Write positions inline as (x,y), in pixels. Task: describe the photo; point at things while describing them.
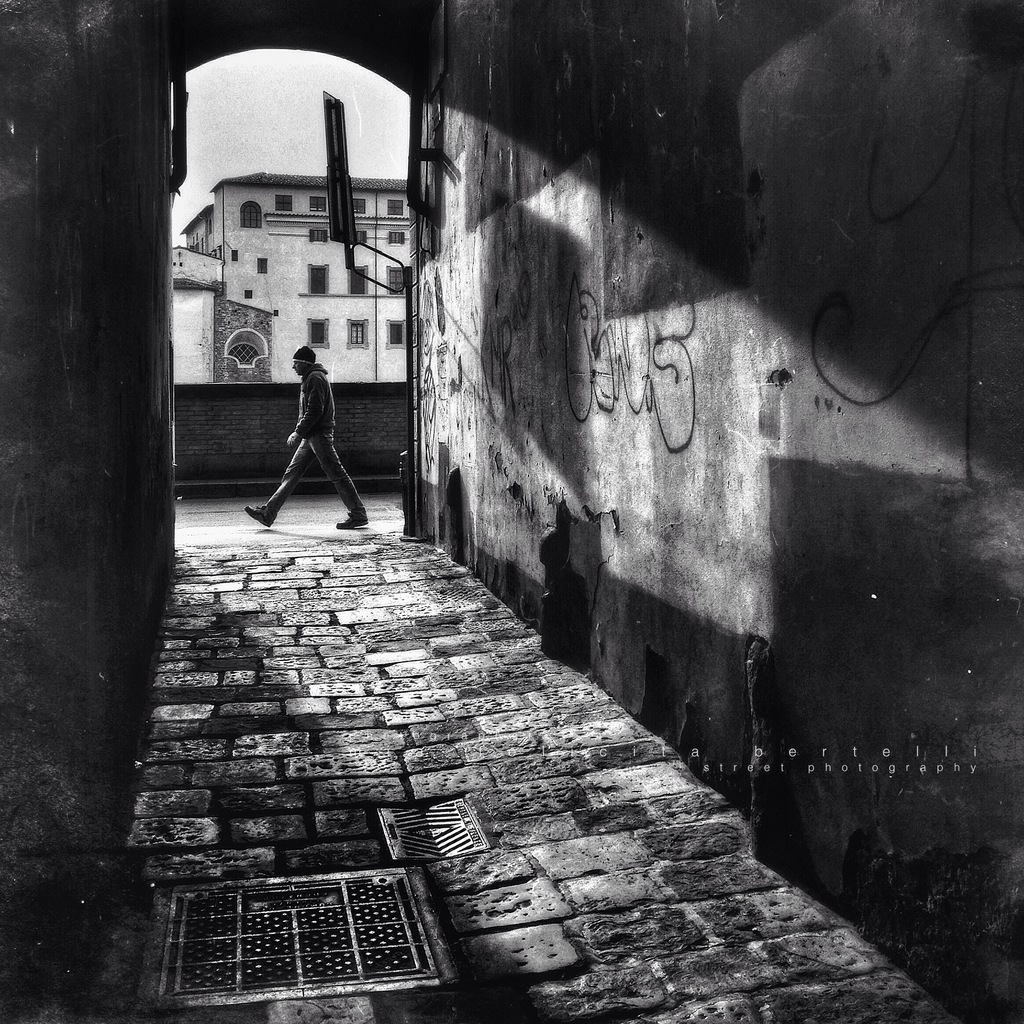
In this image we can see a man (311,388) pavement (342,649) and walls (582,316). In the background (280,248), we can see buildings (278,310) and the sky (293,165).
